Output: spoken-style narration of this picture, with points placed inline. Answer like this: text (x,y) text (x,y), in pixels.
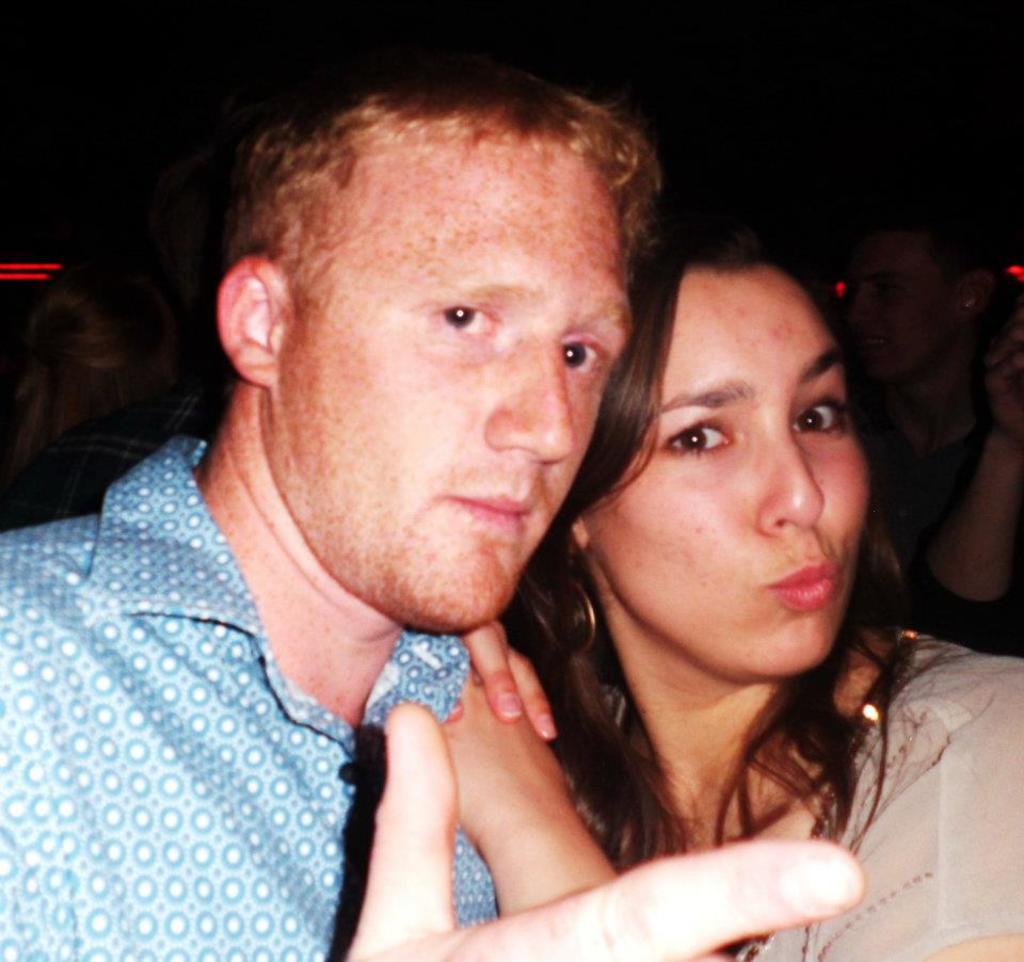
In this picture there is a man (244,574) with blue shirt (282,846) and there is a woman (919,678) with cream dress (993,837). At the back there are group of people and at the back (220,89) there is a black background (1010,178).
